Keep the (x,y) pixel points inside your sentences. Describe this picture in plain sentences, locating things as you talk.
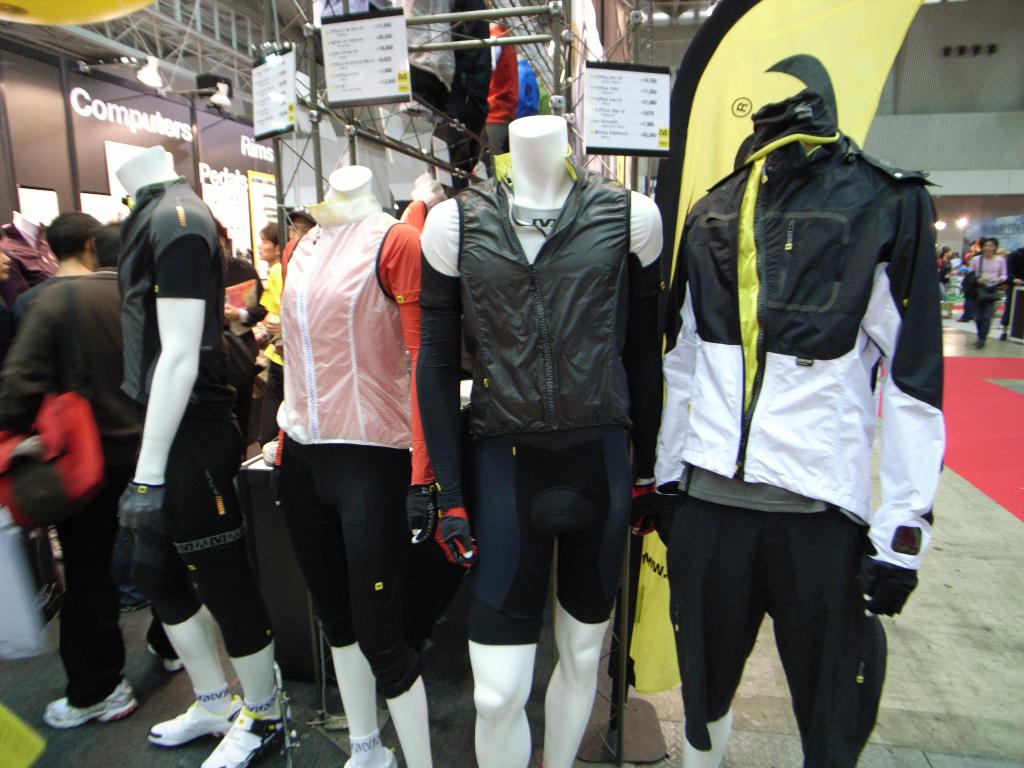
This is an inside view. Here I can see few mannequins (292,466) which are dressed with the jackets (357,389) and shorts (383,597). On the left side (88,404) there are few people (85,332) standing on the floor (148,665). On the right side (980,283) there is a person (977,276) walking. In the background (983,142) there is a wall (971,151). At the top of the image (648,114) few boards (629,122) are attached to the metal rods (433,19). On the boards (346,75), I can see some text (608,109).
